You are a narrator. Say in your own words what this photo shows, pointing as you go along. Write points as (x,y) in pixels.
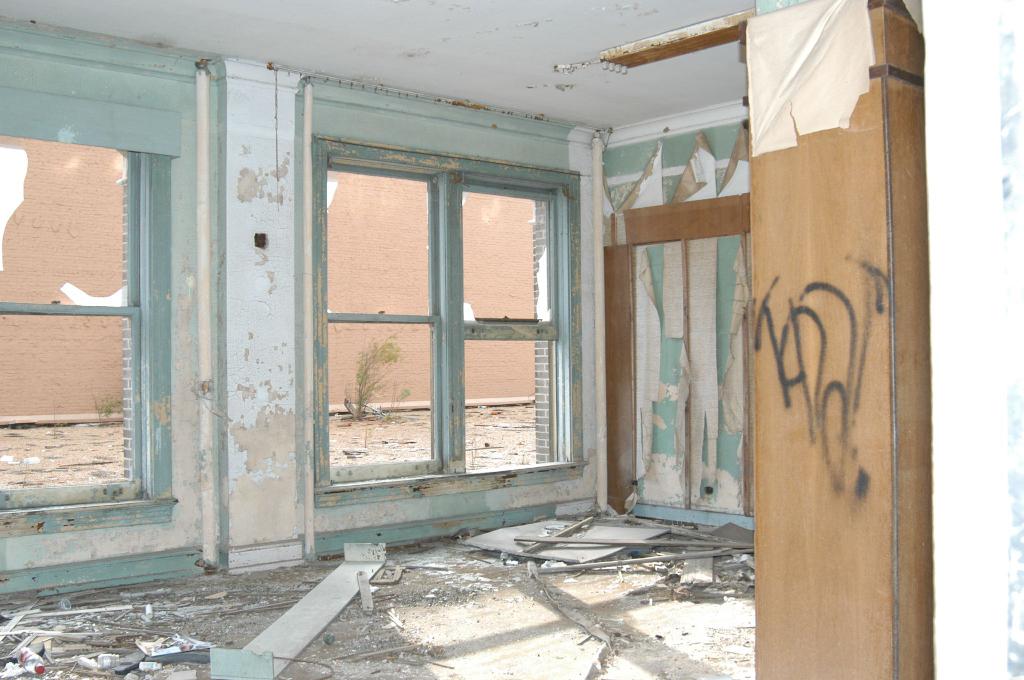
In this picture I can see windows (442,345), wall (289,491) and some objects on the ground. On the right side (924,323) I can see a wooden pillar (859,390). From the window (542,336) I can see a wall (500,357).
